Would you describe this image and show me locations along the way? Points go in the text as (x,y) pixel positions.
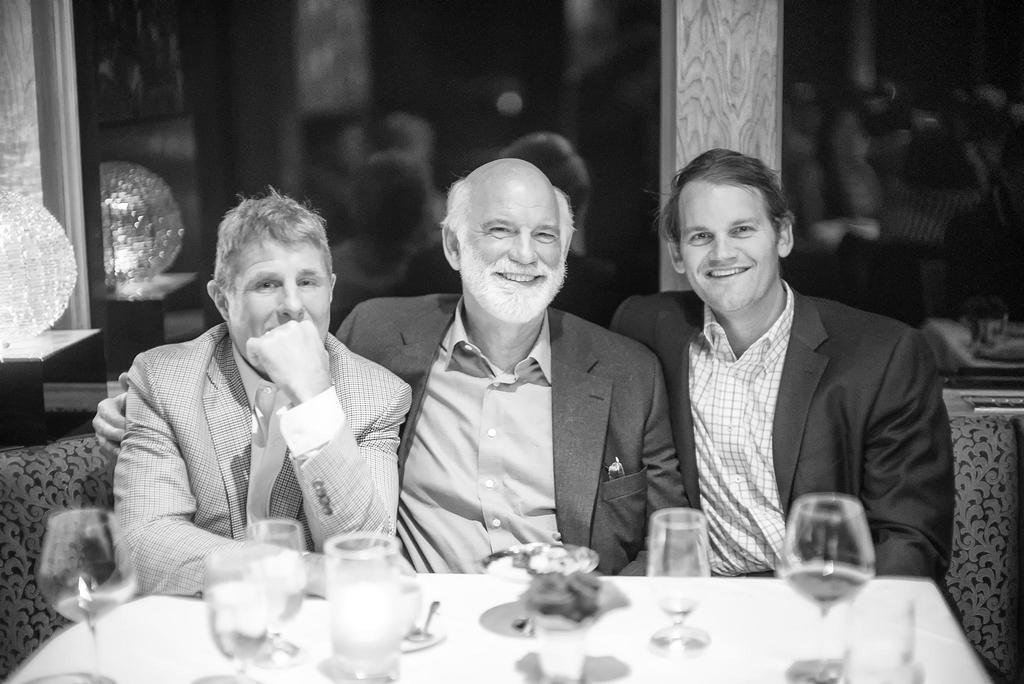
This is a black and white image where we can see three persons (433,502) wearing blazers (191,442) and shirts (466,373) are sitting on the sofa (957,457) and smiling. Here we can see glasses (842,578), plates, flower vase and a few more objects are placed on the table (151,643). In the background (28,211), we can see lamp (16,289) and glass windows (856,115).
